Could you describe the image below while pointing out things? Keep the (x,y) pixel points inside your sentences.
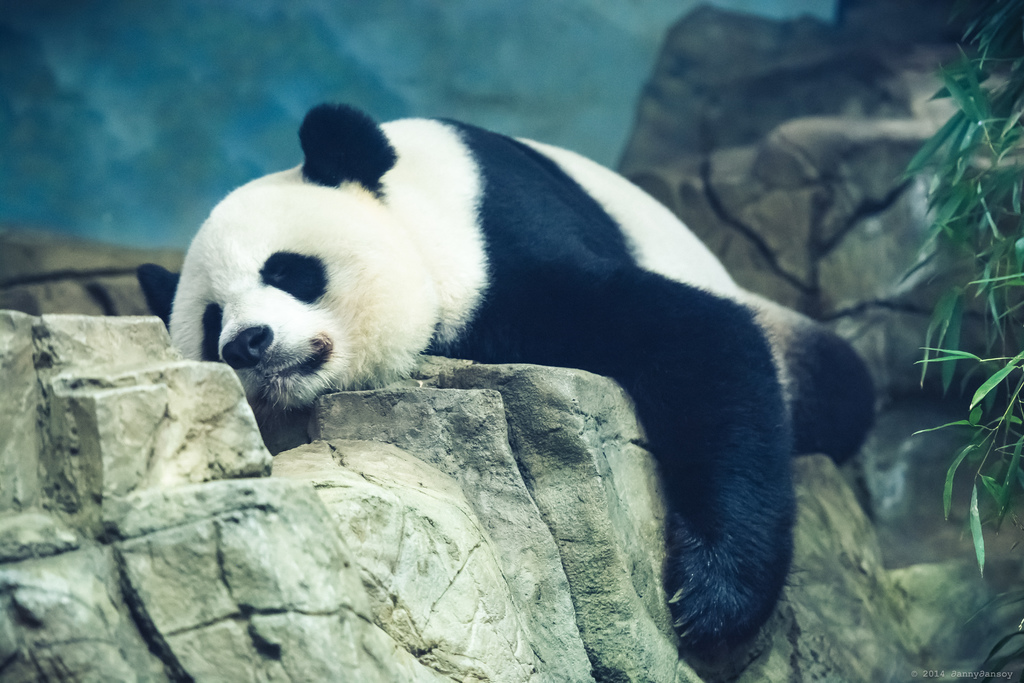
In this picture we can see a panda (312,287) is laying on the rock (242,407) and on the right side of the panda (520,263) there is a plant (947,134).
